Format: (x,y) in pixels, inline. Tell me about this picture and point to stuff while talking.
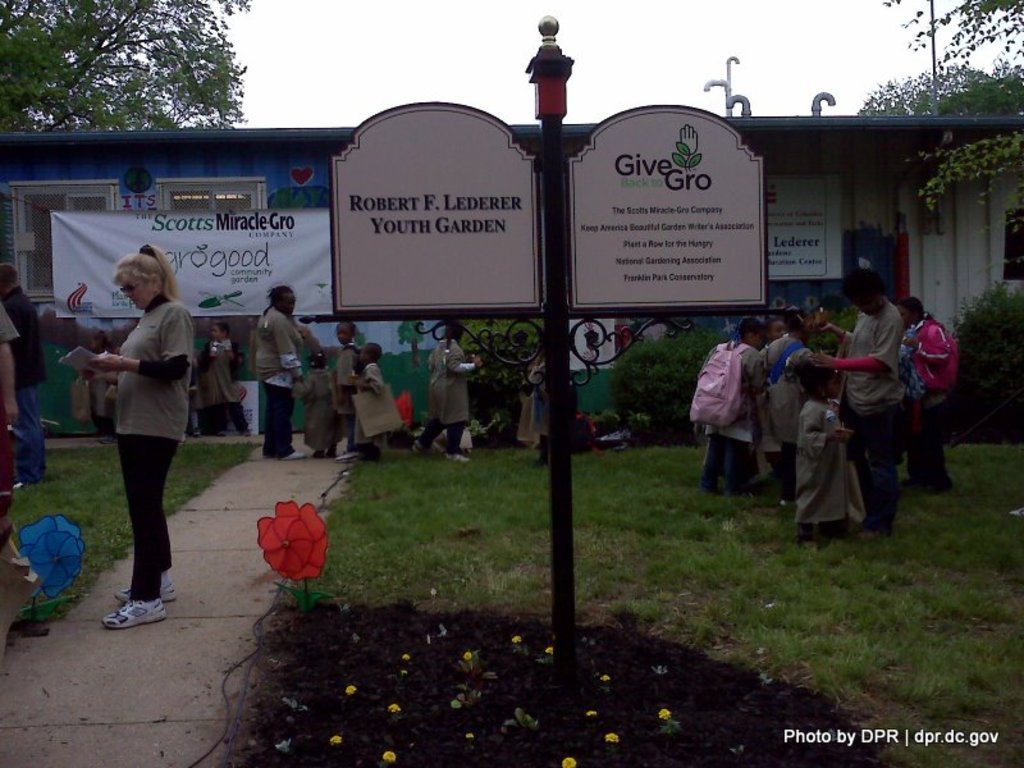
In the center of the image (557,307) there is a pole (554,304) with some text (515,208) on the board (408,175). At the bottom of the image (783,632) there is grass (664,612), flowers (353,689). In the background of the image (76,167) there is a house (68,182). There is a banner (262,308). There are people (342,369). To right side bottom of the image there is text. At the top of the image (398,33) there is sky (427,28).
